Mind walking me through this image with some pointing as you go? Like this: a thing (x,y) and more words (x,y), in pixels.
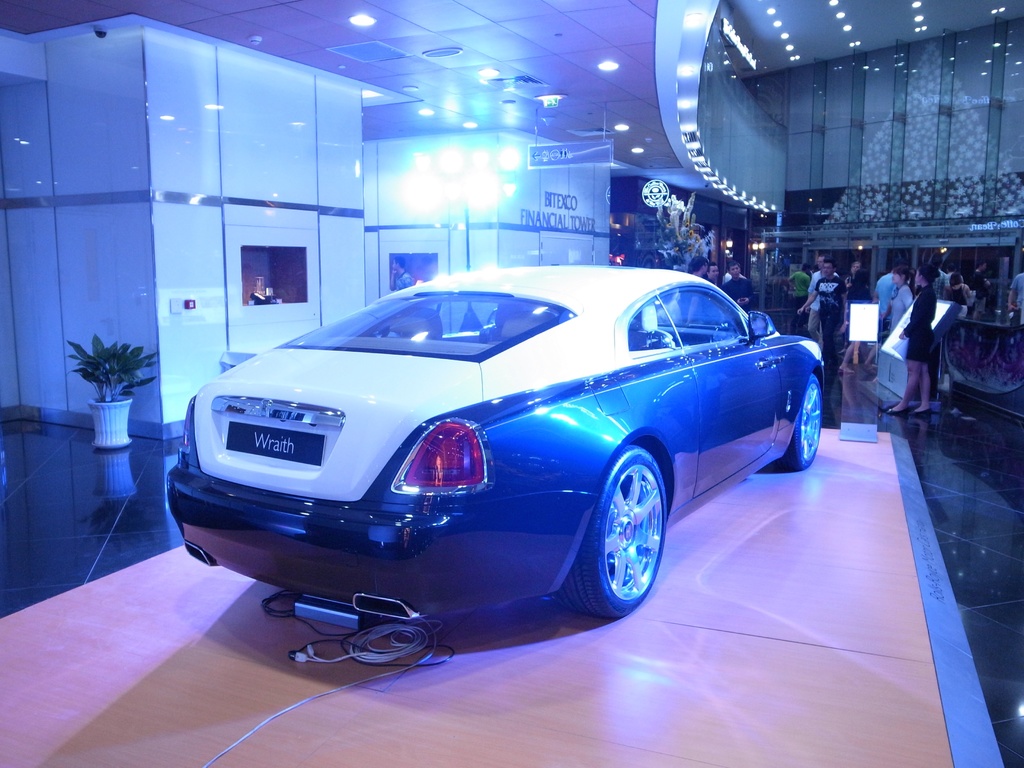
In this picture we can see car (483,425) and cables (381,661) on the platform (845,544). There are people (916,410) and we can see plant (114,367) with pot (114,425), screen (938,305), glass box (850,376) and objects (683,206). At the top (375,96) we can see lights (363,25) and board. We can see text (532,211) on the wall (528,236).
